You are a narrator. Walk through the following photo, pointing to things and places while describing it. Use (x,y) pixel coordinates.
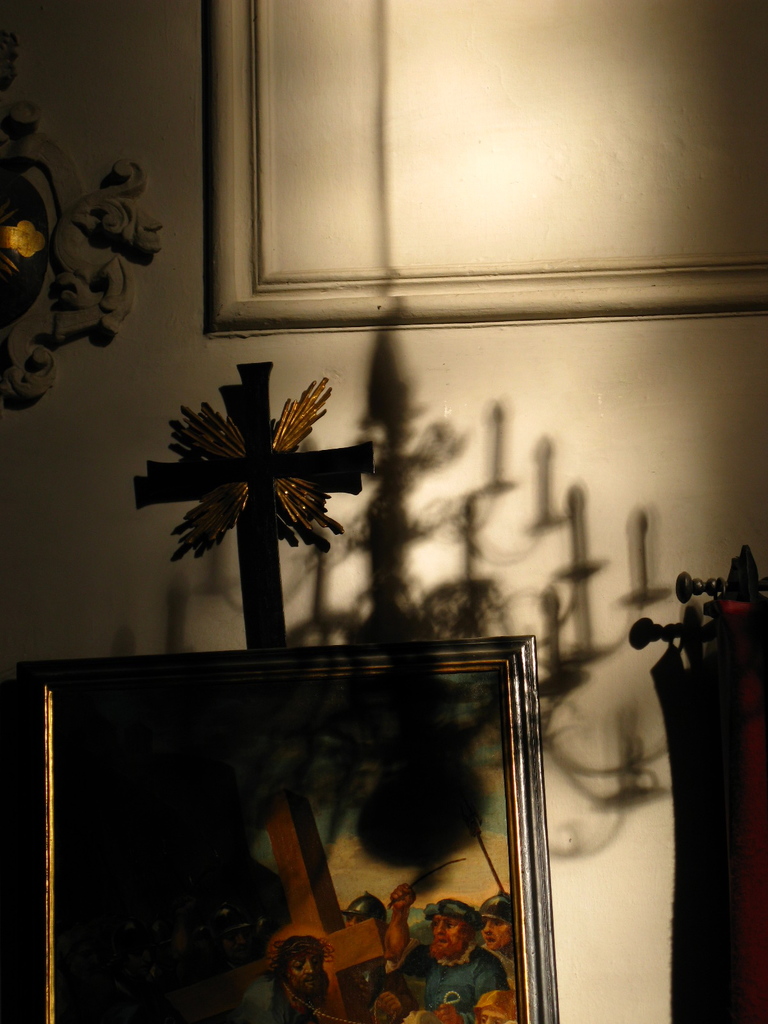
In this picture I can see a photo frame (300,742) and some other objects (286,489), and in the background (732,305) it looks like a frame (737,260) on the wall (447,399) and there is a shadow (395,565) of a chandelier (435,459) on the wall (463,444).
